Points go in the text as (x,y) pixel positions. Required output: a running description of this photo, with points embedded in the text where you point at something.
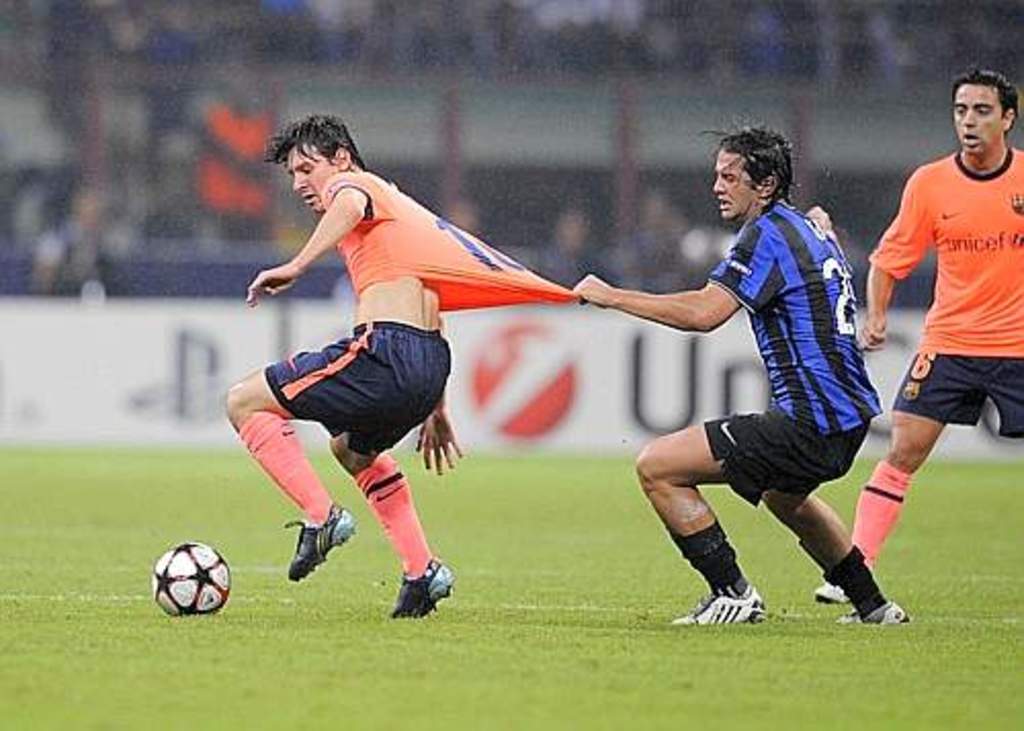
Background (545,374) portion of the picture is blurry and we can see a board (599,374). In this picture we can see the players (871,553). We can see a ball (212,608) and green ground carpet (440,519).
